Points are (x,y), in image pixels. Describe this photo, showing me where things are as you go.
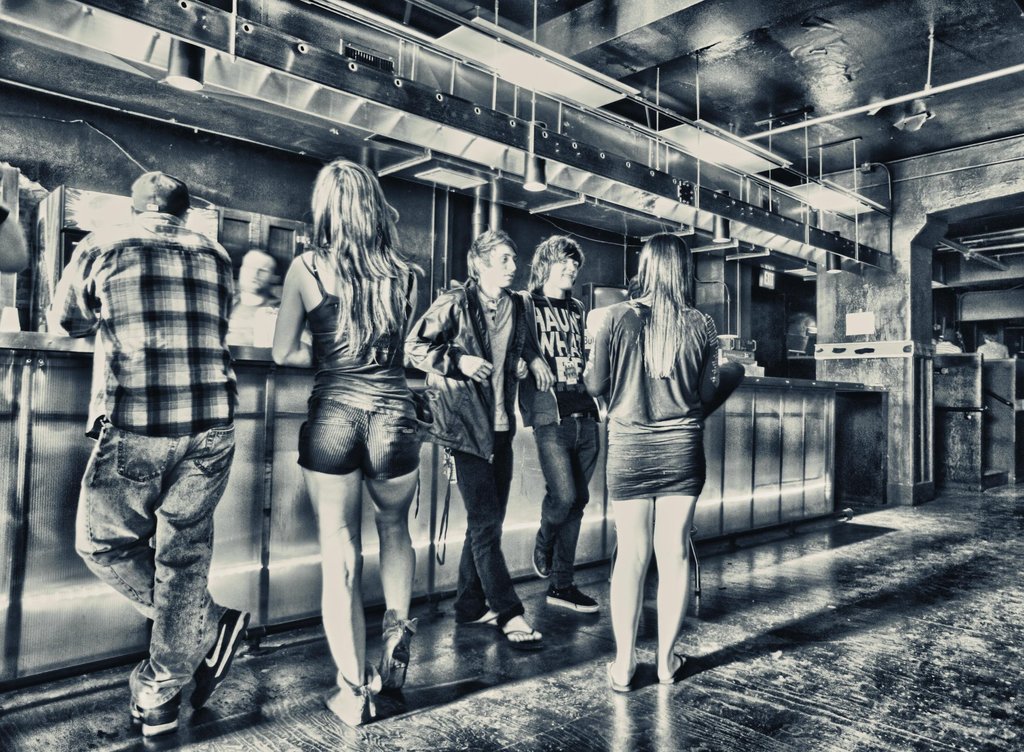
This looks like an edited image. I can see five people (652,424) standing. This is a kind of a table (47,405). Here is another person (237,332) standing. I think these are the lights (537,188) and few other objects (706,229) hanging to the ceiling (438,18). This is the floor (779,654).
